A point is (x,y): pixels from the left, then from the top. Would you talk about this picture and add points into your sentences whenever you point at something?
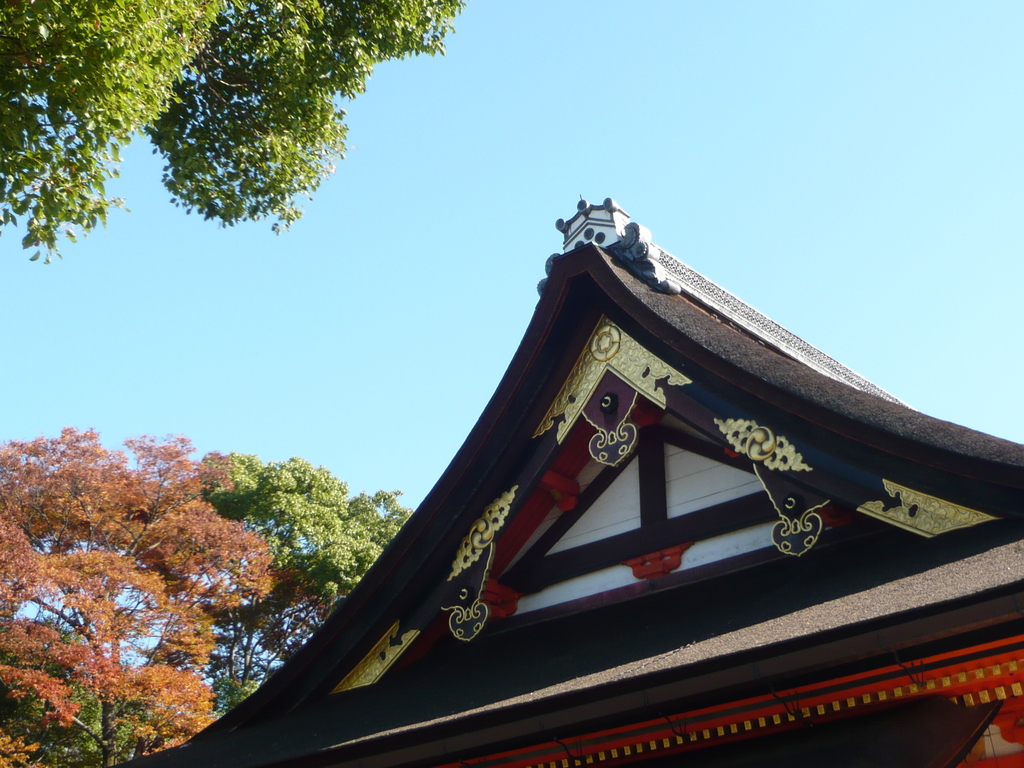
There is a Japanese building (594,485) at the bottom of this image (534,698) and there are two trees (157,557) on the left side (150,595) to this building (403,619). There is one another tree (185,120) on the top left side of this image (262,82), and there is a sky (444,206) in the background (452,248).
